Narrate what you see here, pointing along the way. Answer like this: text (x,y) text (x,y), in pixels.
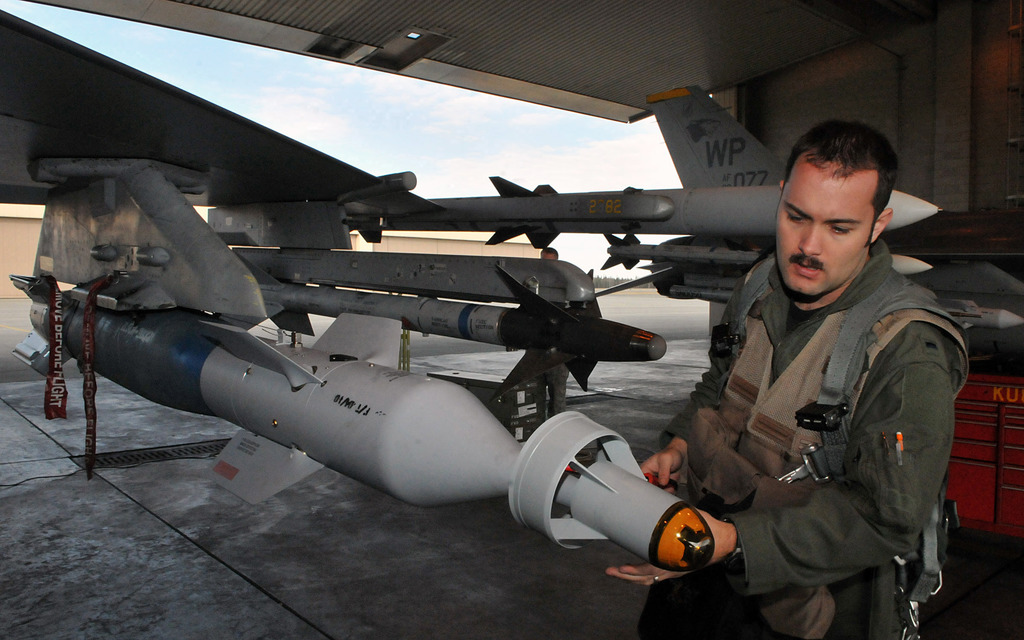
Under this shed (546,80) we can see parts of aeroplane (359,293), people (872,301) and an object (967,439). Background (463,152) there is a cloudy sky (464,139) and wall (428,236).
